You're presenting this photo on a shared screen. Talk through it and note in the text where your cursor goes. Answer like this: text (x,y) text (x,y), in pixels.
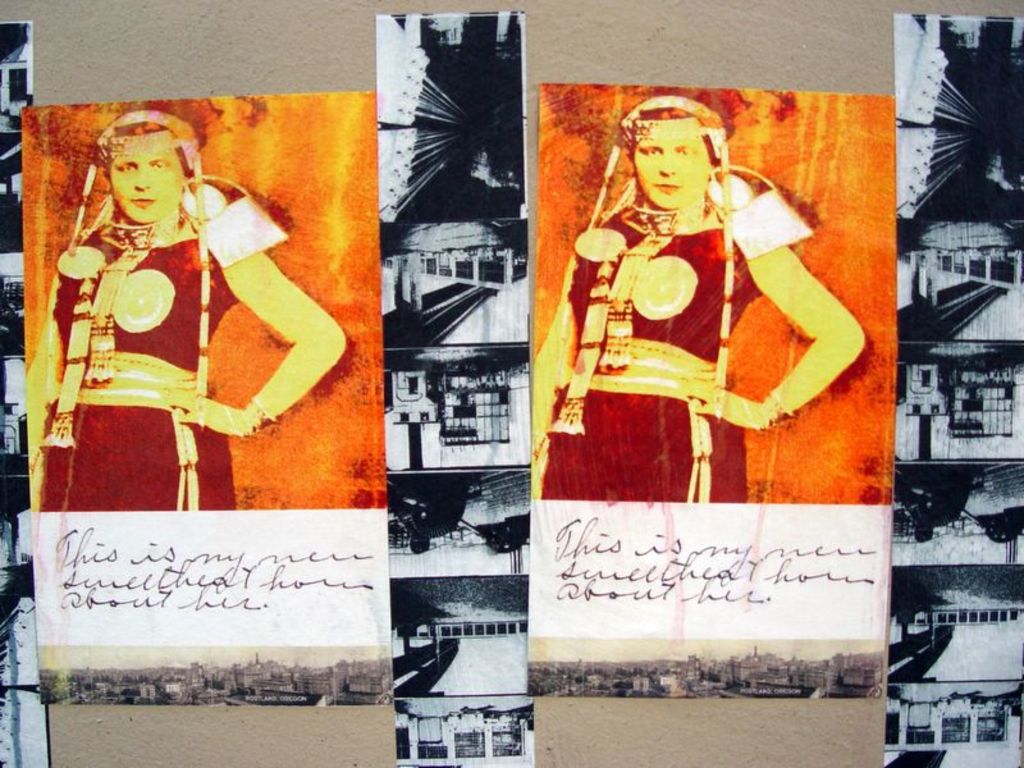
In this image I can see many photos (380,214) to the board (300,60). And I can see the colorful photo (177,172) of the women (157,318). And the woman (132,345) is wearing the dress (106,382). In other photos (420,499) I can see the house (443,412) and these are black and white photos (420,202).
